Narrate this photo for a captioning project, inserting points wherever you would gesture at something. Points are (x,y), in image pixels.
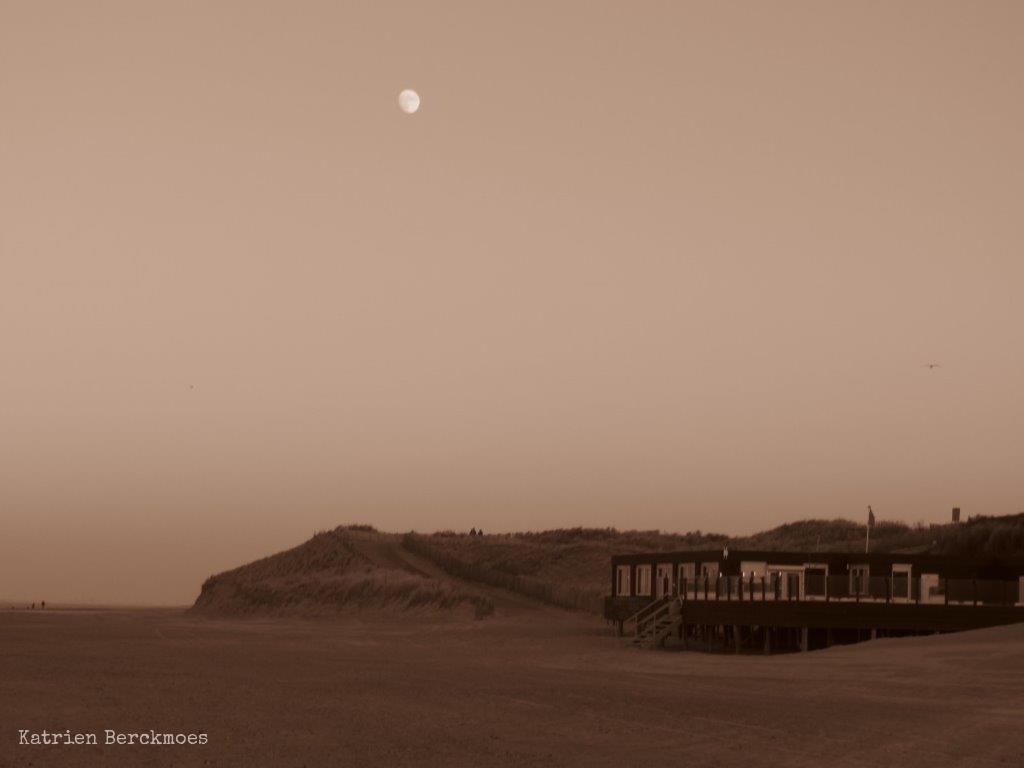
In this image we can see a building (723,578), beside the building (763,584) we can see a hill (450,562), at the top of the image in the sky (446,131) we can see the moon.
